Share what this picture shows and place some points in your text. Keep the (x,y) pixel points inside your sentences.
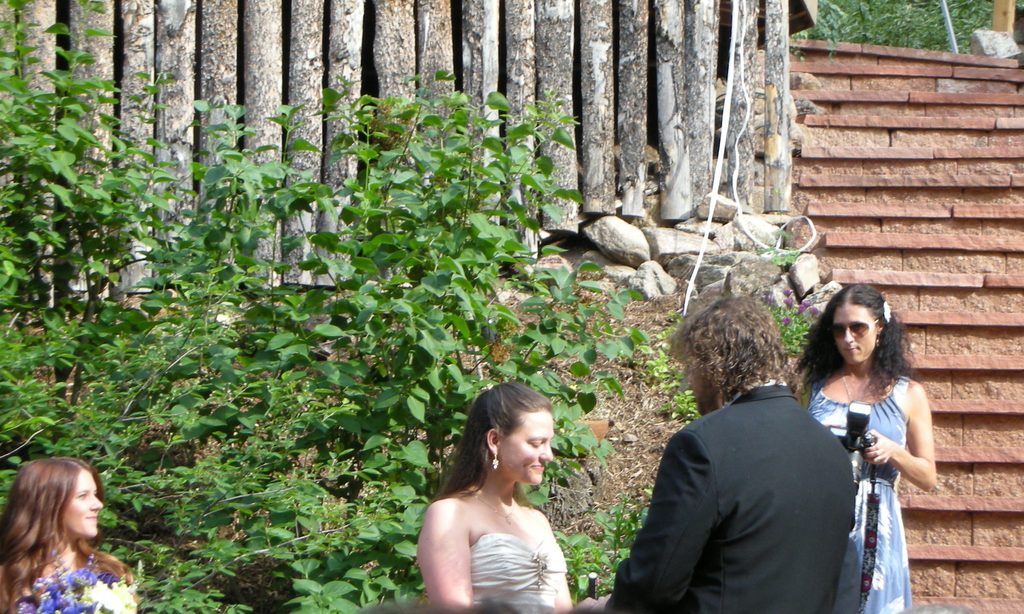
In this picture we can see wooden sticks (233,68) and in front of it there is a tree (265,386) and on right side (963,79) we can see wall (977,186) and before this we can see a woman (864,355) carrying camera (856,416) in her hand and looking at man (733,478) and woman (459,546) and on left side (90,546) woman (90,538) smiling.
